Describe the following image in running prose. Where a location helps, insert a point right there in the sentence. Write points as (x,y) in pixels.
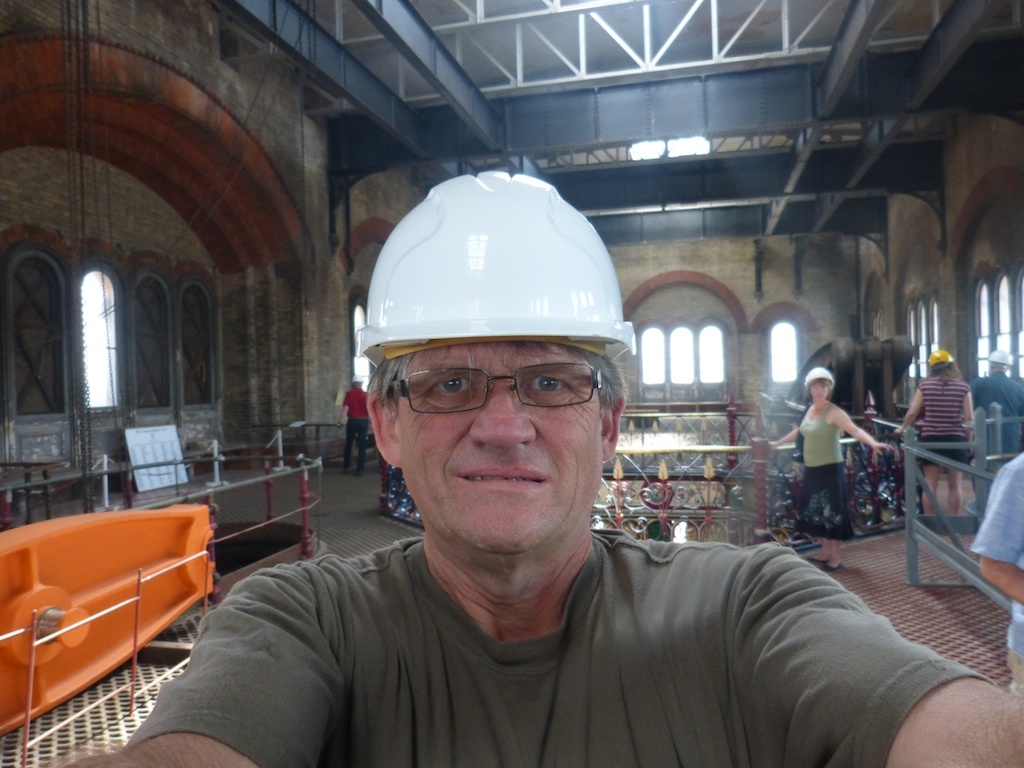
In the picture I can see a man (491,522) is standing in front of the image. The man (457,635) is wearing spectacles (432,374) and white color helmet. In the background (962,421) I can see people (939,438) who are wearing helmets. I can also see fence (274,475), boards (153,468), windows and some other objects (842,405) on the floor (344,500).
